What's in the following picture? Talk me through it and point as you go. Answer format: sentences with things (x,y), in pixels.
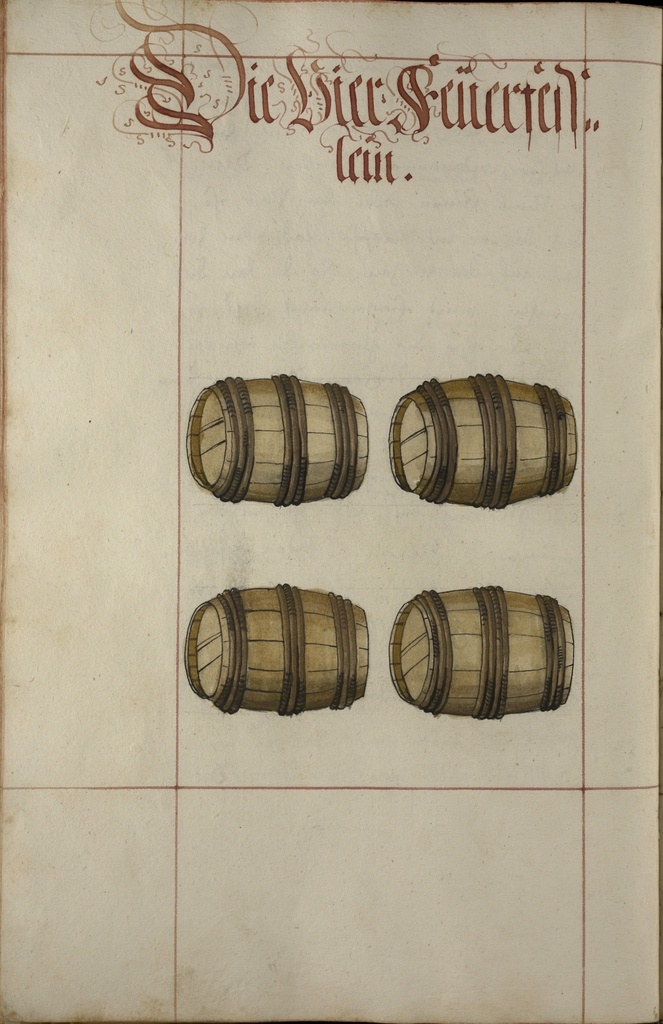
This is a picture of a paper (283,815). In the center of the picture (333,406) there are paintings (324,417) of drums (315,686). At the top (185,129) there is text (312,116).
